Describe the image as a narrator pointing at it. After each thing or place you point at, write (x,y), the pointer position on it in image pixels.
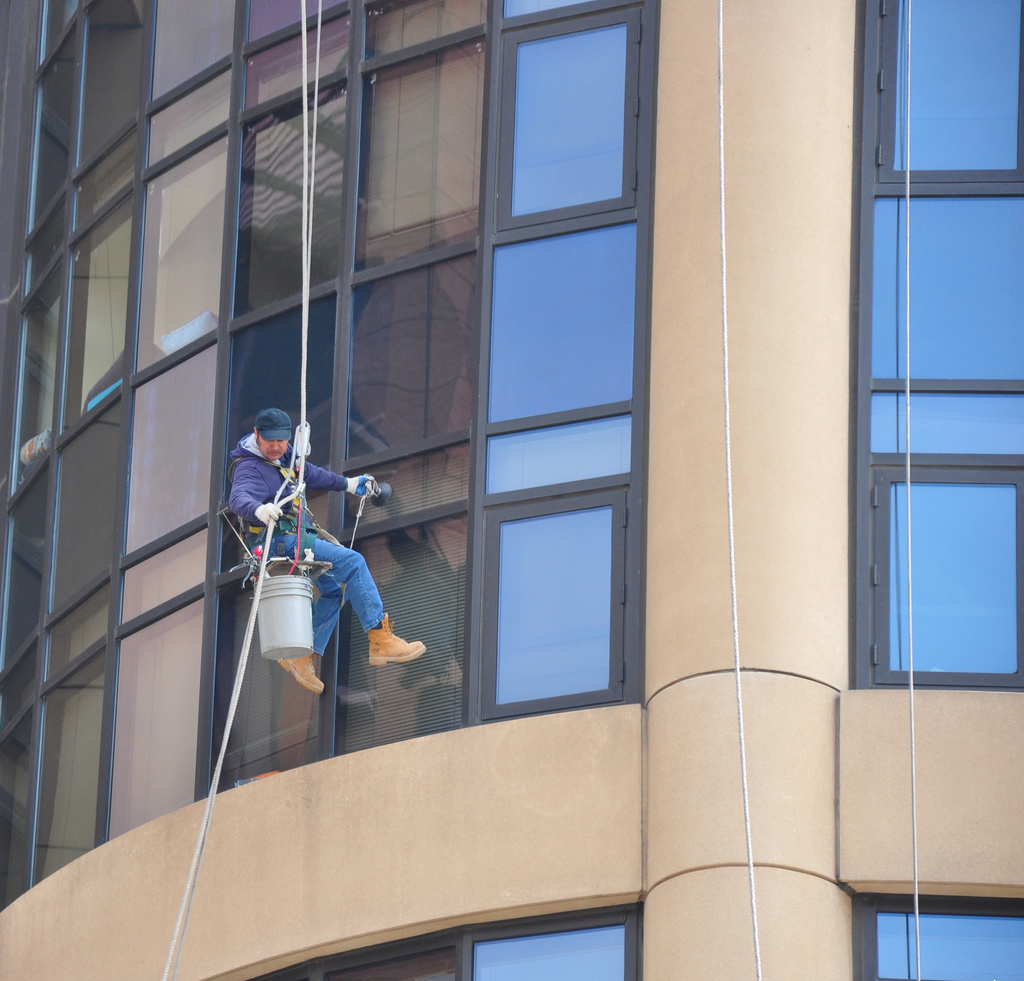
In this image there is a building (509,695) and we can see a person (319,635) cleaning the glass (375,540) and there are ropes (303,313).
